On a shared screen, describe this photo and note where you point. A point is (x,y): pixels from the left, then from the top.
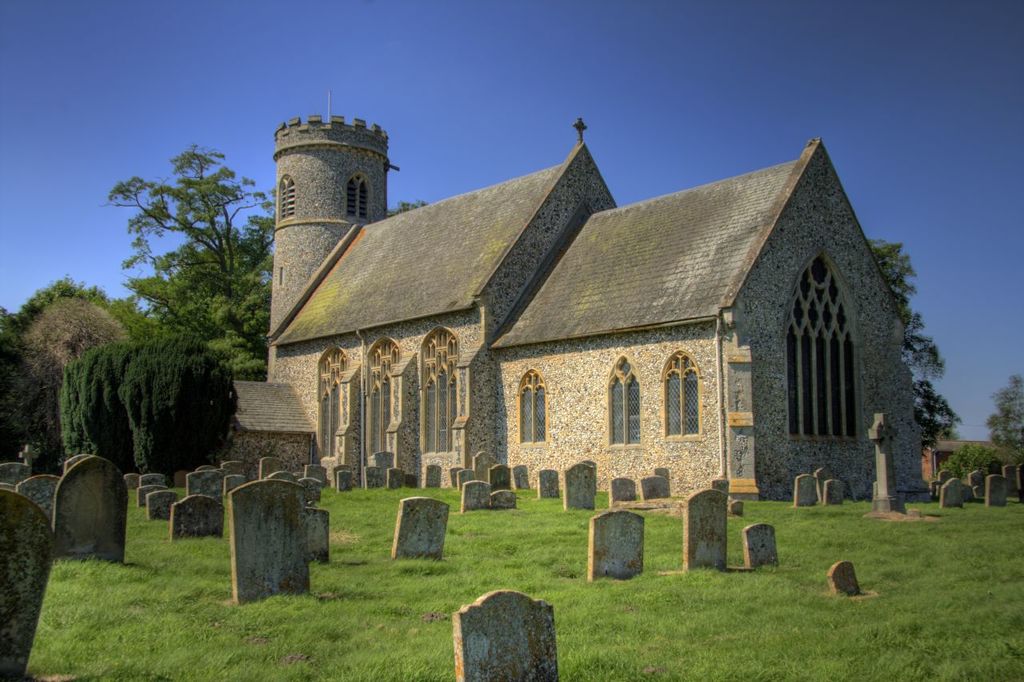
In this picture we can see a brown color church (551,450) with shed tiles (349,270). In the front side (875,466) there is a graveyard (547,521) with many stone (721,520) and cross marks (886,494). Behind there are some trees (246,288).
